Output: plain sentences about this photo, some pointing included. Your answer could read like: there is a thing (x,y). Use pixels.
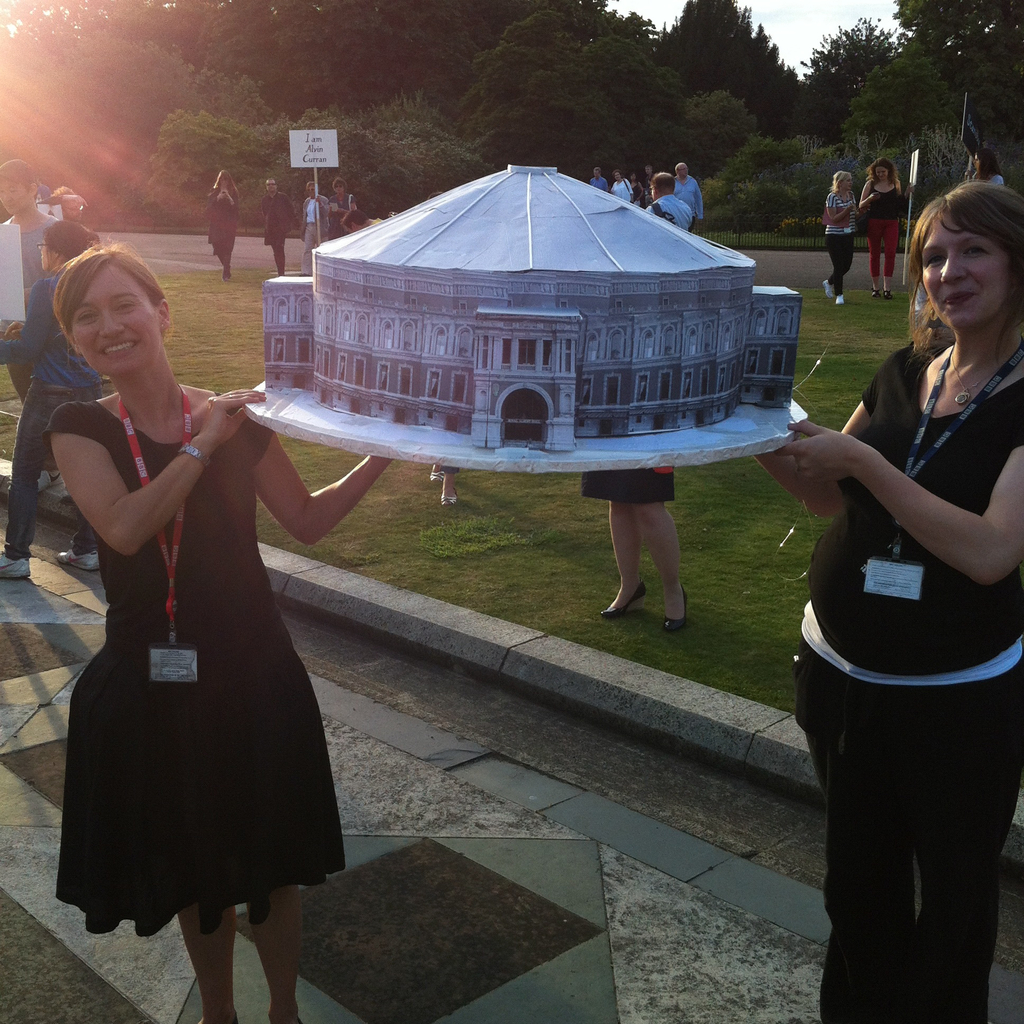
In this image, we can see two women (979,877) are holding building plan (570,435) and standing. They are watching and smiling. At the bottom of the image (629,935), there is a walkway (773,935). In the background (579,513), we can see people (34,513), grass (869,371), poles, boards (333,153), plants (240,213), fence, trees (734,28) and sky (798,33).
